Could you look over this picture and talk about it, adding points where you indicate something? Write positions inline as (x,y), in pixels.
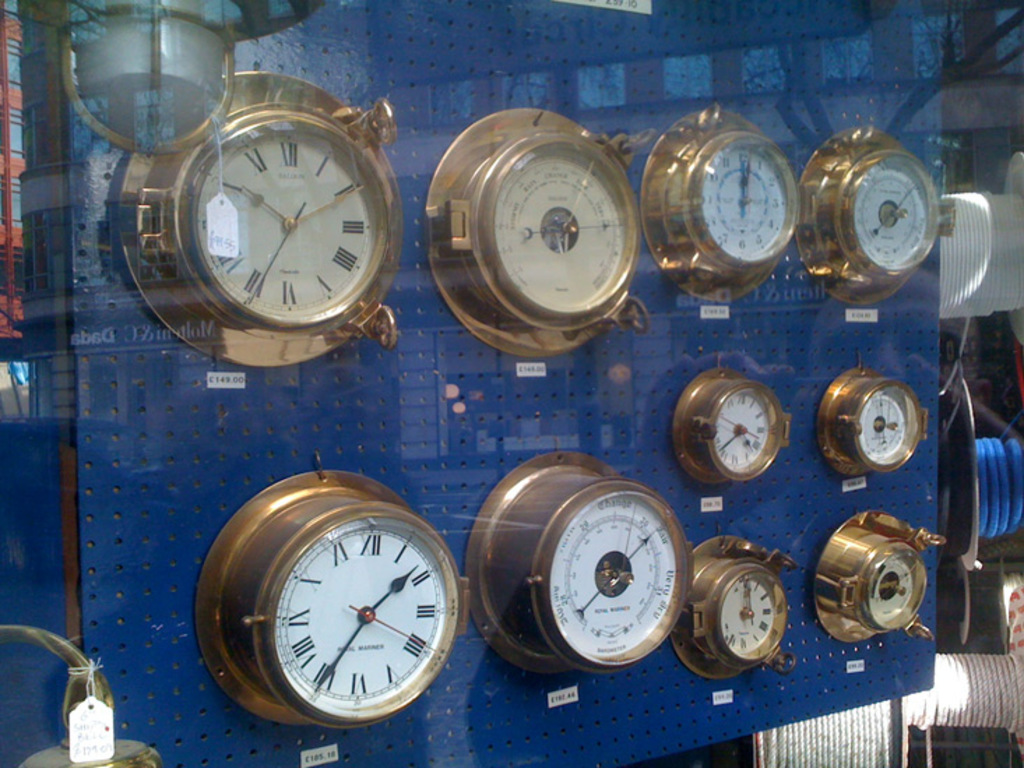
In the foreground of this picture (453,307), there are many clocks (411,620) and barometers (564,608) attached to a blue board (242,413) with price tags (227,383). In the background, we can see few ropes (962,374).
